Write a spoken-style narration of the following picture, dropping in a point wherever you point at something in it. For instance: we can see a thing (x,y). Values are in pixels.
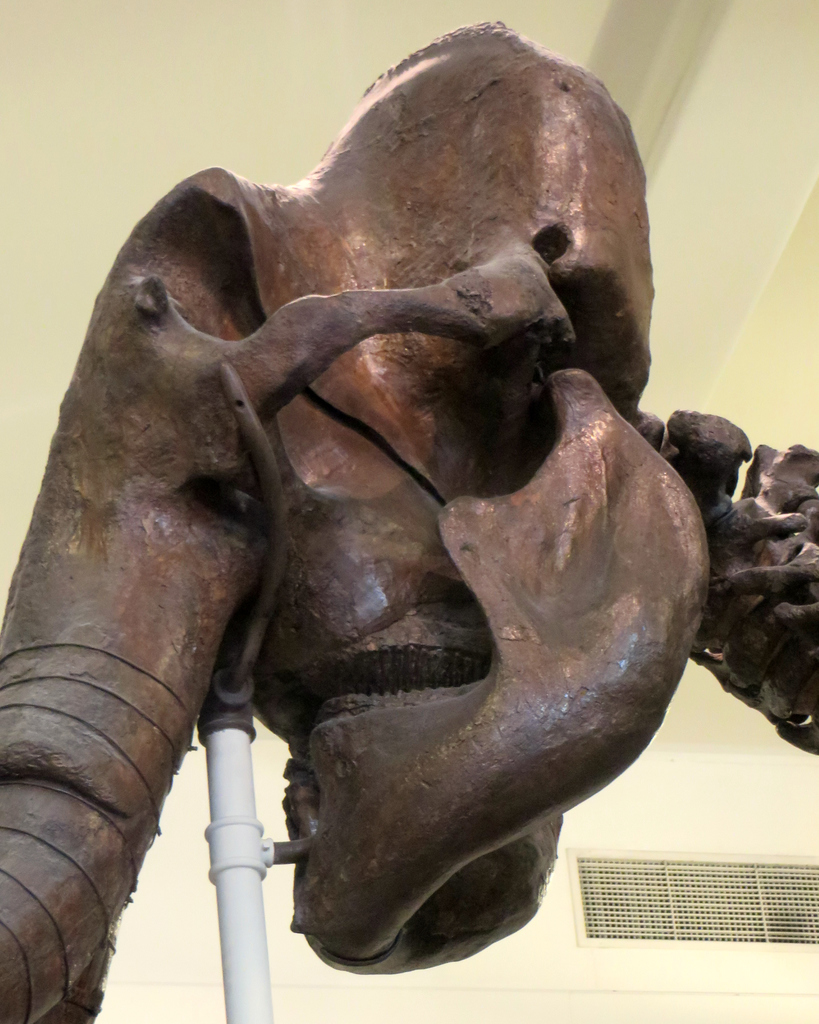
In this picture we can see a sculpture (276,630) and a metal rod (299,855).
